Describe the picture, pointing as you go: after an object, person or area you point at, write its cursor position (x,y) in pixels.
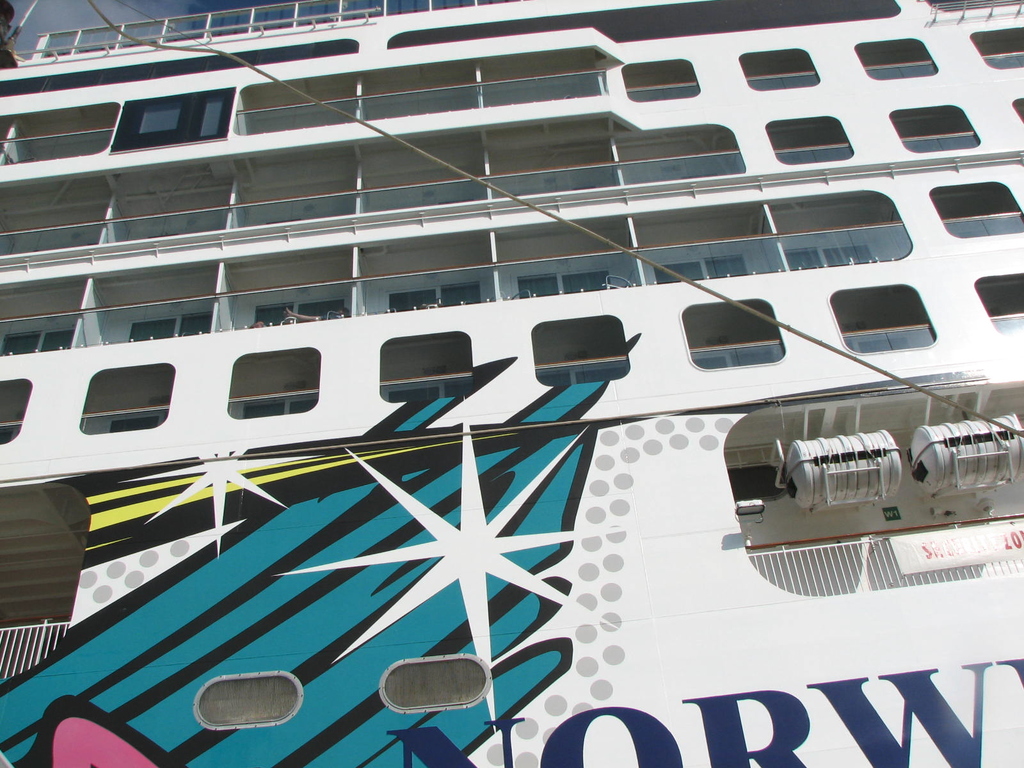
At the bottom (335,541) we can see a hoarding (426,615) on a platform (129,621) and we can see fence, metal items (871,485) and a small hoarding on the fence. We can also see rooms (120,283), few persons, glass fence (184,324) and poles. Here we can see a wire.
